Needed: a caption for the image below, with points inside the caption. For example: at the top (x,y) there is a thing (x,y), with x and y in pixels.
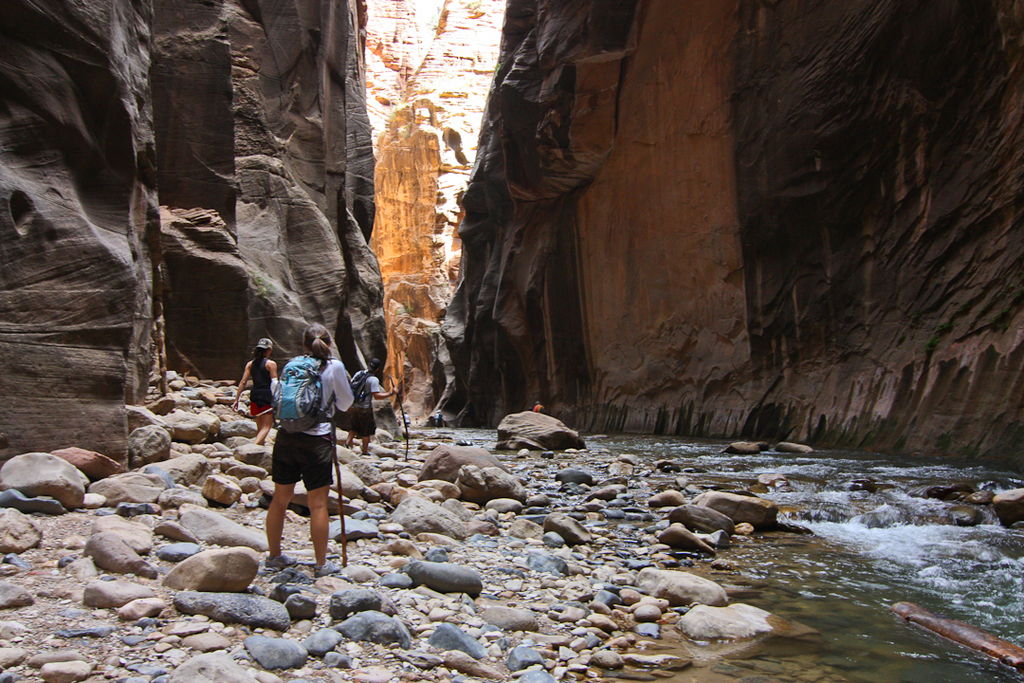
In this image we can see a few people (343,373). And we can see the stones (694,513), water (747,463). And on either side, we can see the rocks (531,238).
